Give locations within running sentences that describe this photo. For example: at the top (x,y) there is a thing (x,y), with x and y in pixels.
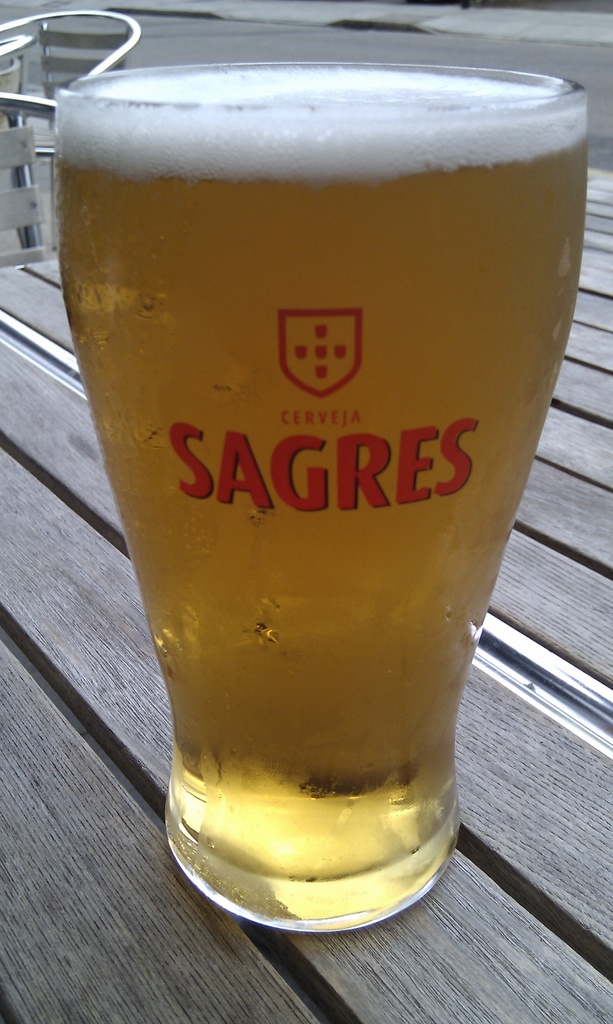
Here we can see a glass (464,434) with drink (423,733) on a platform (73,376). In the background (94,63) we can see chairs (59,77).
